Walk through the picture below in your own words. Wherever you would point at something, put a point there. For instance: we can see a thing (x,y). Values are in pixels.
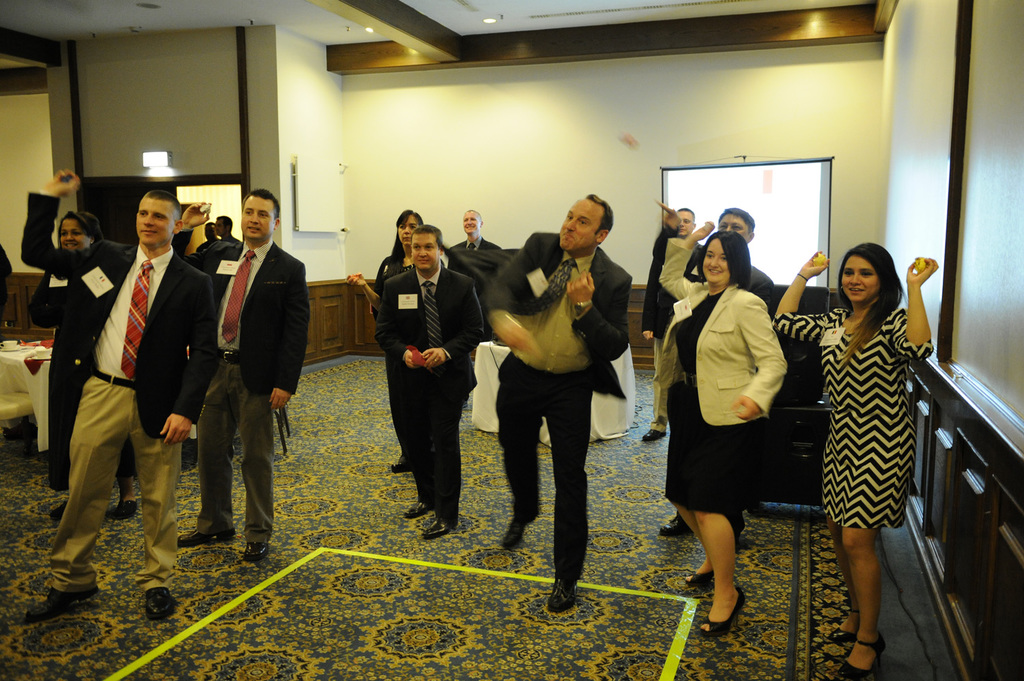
In this image, we can see a few people (538,364). We can also see the ground (272,596). We can see the wall (348,144) with some objects (299,183). We can also see a projector screen (675,187). We can see the roof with some lights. We can see some tables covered with clothes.
